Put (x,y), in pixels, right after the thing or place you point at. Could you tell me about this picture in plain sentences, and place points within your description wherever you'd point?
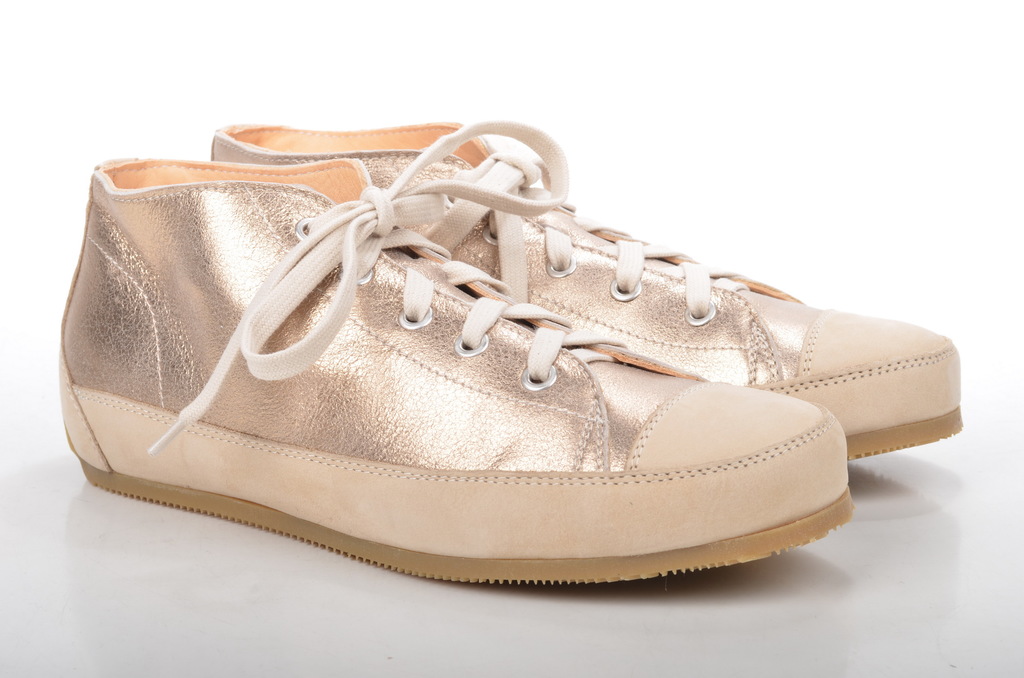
In this image there is a pair of shoes (506,404) on floor (66,610).
